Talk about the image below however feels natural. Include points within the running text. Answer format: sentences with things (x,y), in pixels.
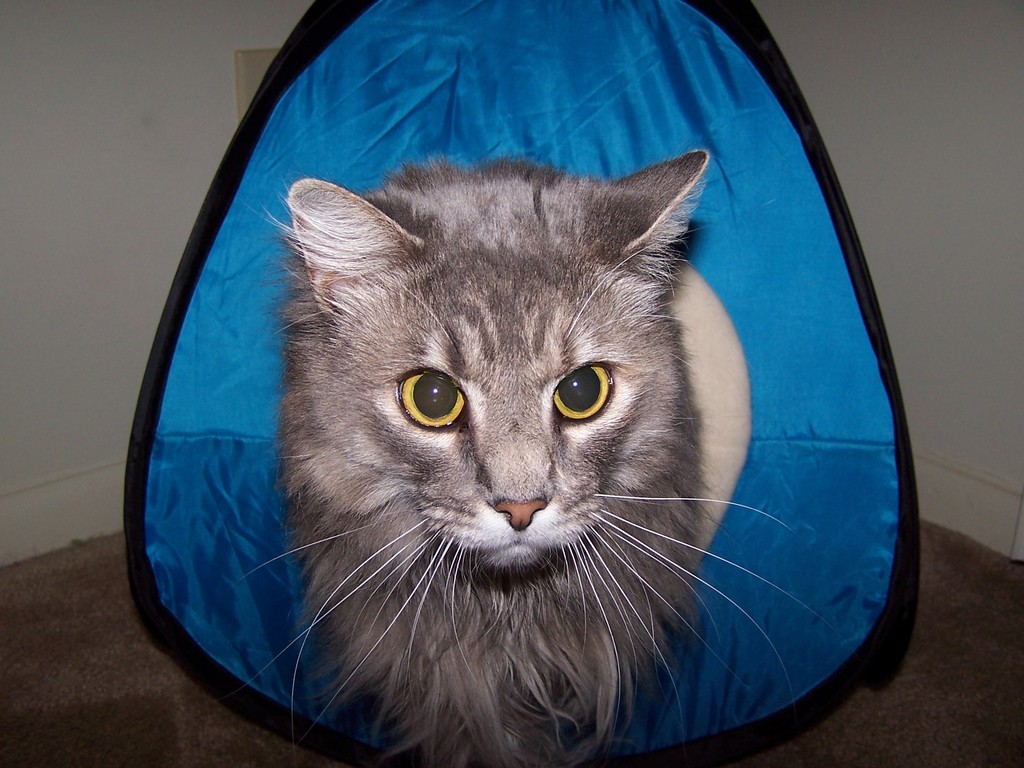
In this image I can see there is a cat (290,318) and in the background (249,415) there is a blue color object (272,505).
